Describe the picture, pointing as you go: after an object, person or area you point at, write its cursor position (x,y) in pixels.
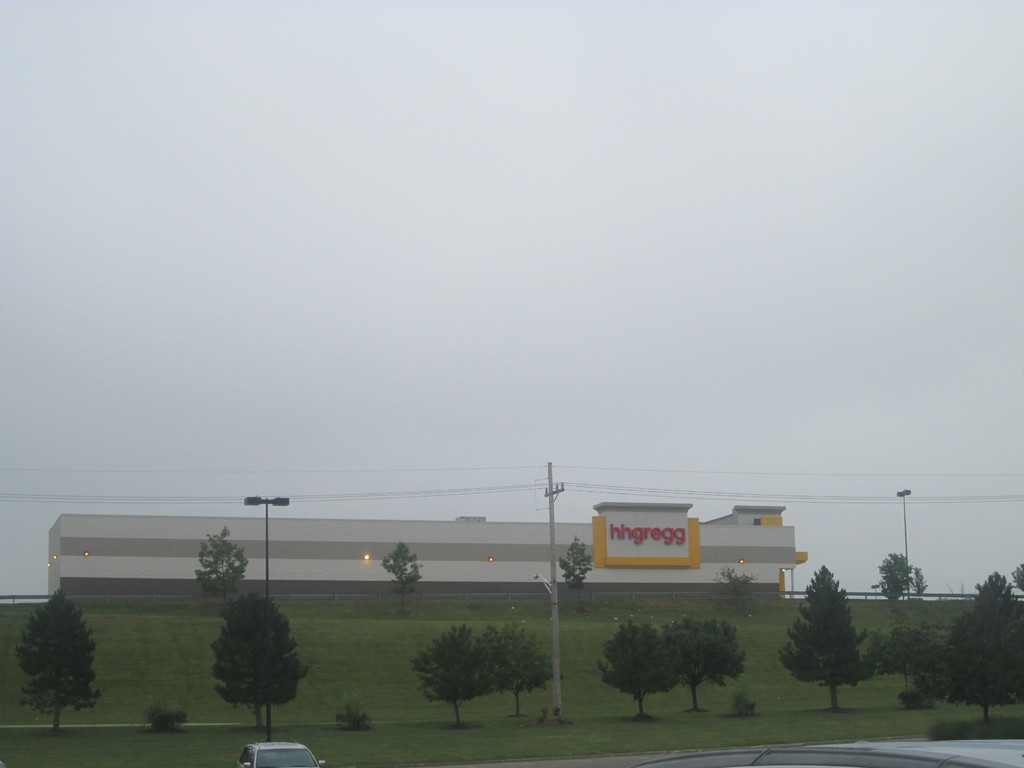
In this picture I can see vehicles (1000,744), plants (343,719), trees (1003,646), poles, lights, a building (524,588), and in the background (541,394) there is sky (609,386).
